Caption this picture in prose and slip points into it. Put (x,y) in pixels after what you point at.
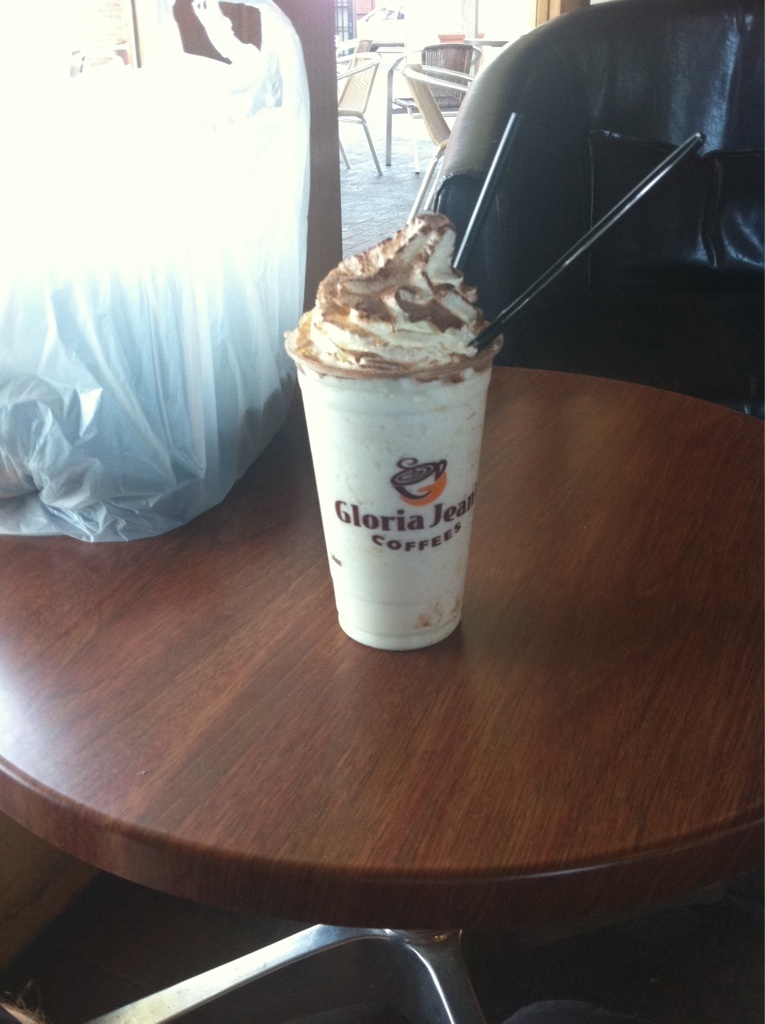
In this picture, we see a cup (366,542) containing coffee (392,345) and straws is placed on the table (530,667). We even see a plastic cover (191,285) is placed on the table (263,666). On the cup (439,465) it is written as "Gloria Jeans Coffee". Beside the table (315,600), we see a chair (574,303). Behind that, there are chairs (441,93).
